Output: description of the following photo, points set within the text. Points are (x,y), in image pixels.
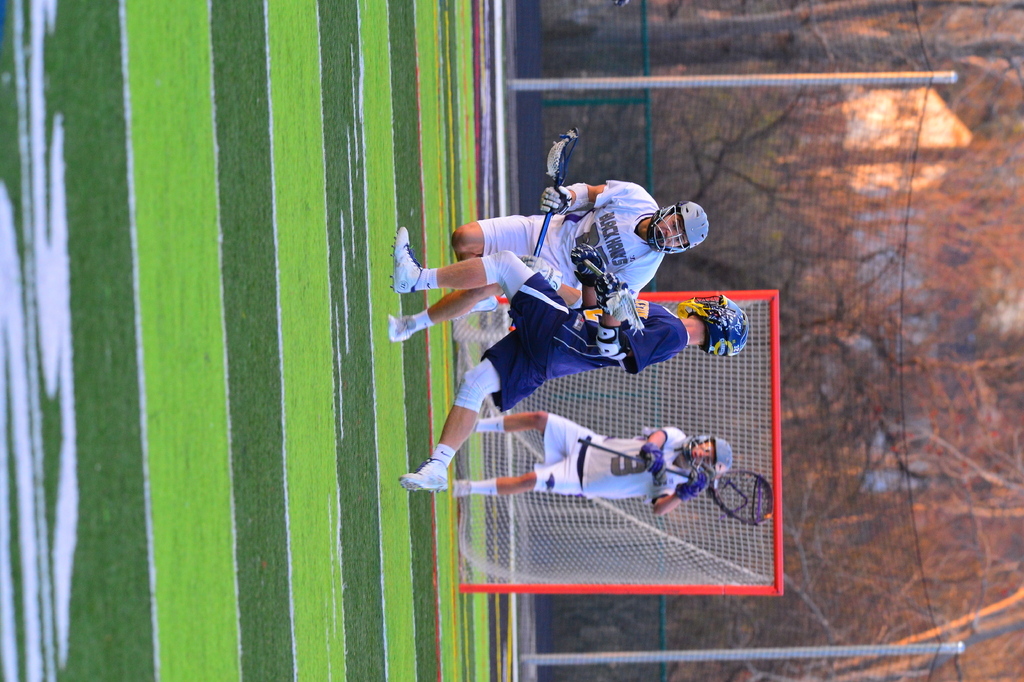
There are three people (587,301) wearing helmet (721,454) and face cages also they are holding sticks (615,314). Behind them there is a net (714,366). On the ground (275,310) there is grass (263,397). In the background (850,160) there are trees (904,230).
